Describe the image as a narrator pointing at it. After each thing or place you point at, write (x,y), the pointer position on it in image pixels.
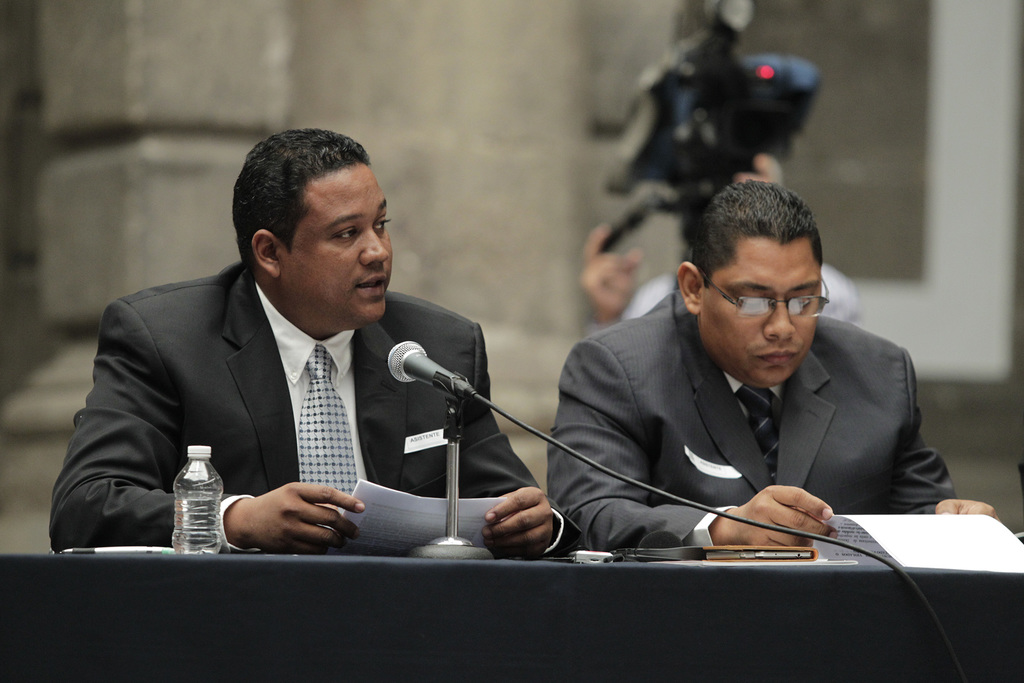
In the picture we can see two men (810,507) are sitting near the desk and on the desk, we can see a microphone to the stand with a wire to it and beside it, we can see a water bottle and men (889,479) are holding papers (398,547) and behind them we can see a person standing and holding a camera (725,0) and behind him we can see a wall (125,79).
